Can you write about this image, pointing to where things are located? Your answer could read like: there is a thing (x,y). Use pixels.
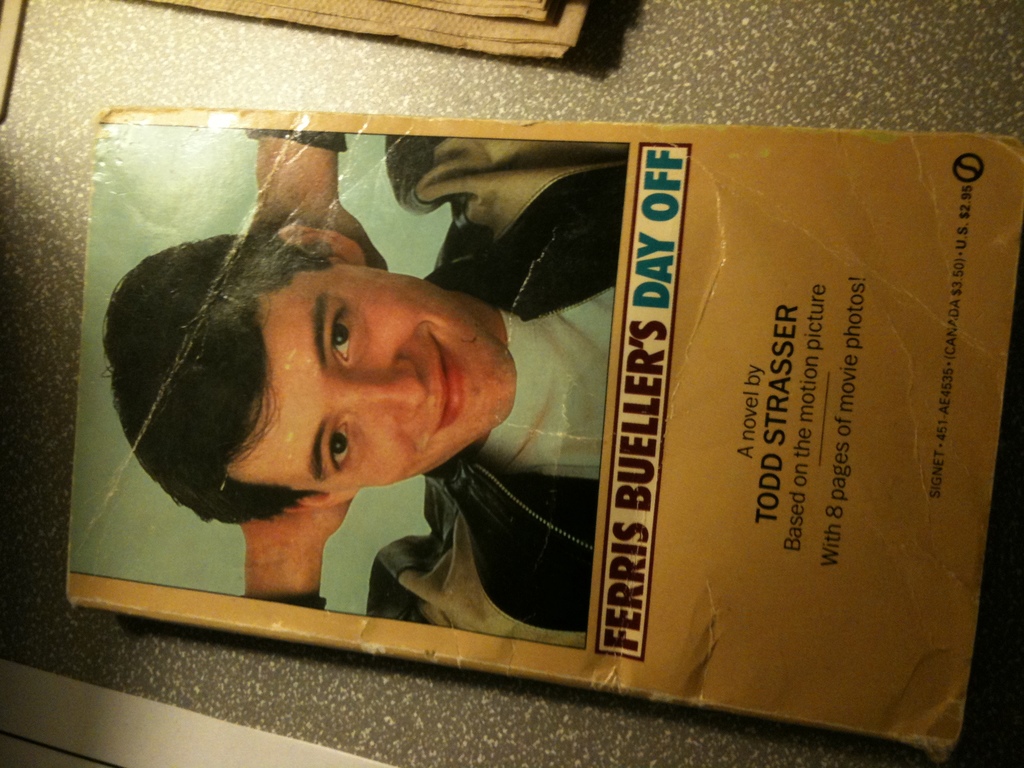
In this image we can see a book (645,566) placed on the table (128,84).
